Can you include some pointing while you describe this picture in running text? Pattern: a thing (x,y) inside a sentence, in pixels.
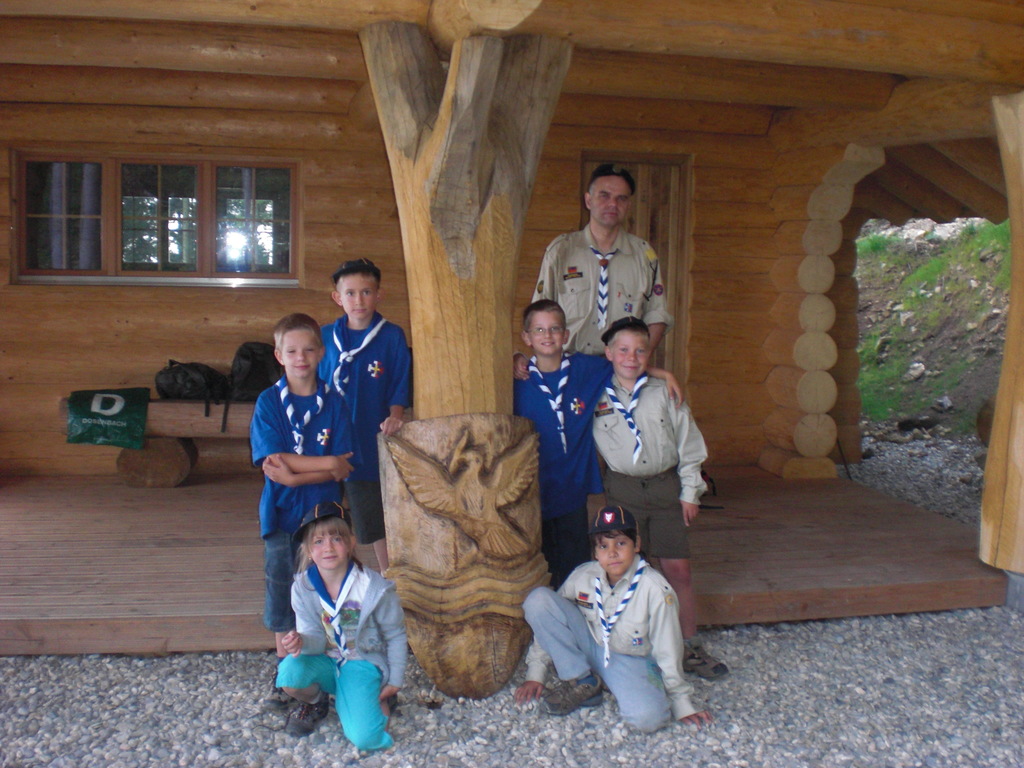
In this image there are a few people (523,399) standing and two (312,669) are sitting on the surface (468,703) of the rocks (488,697), in between them there is a wooden tree (454,231) and there is an art (459,491) on the tree (459,504). In the background (65,375) there is a wooden house (156,340) and there are a few objects (180,388) placed on the wooden stem (188,411) which is looking like a table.
